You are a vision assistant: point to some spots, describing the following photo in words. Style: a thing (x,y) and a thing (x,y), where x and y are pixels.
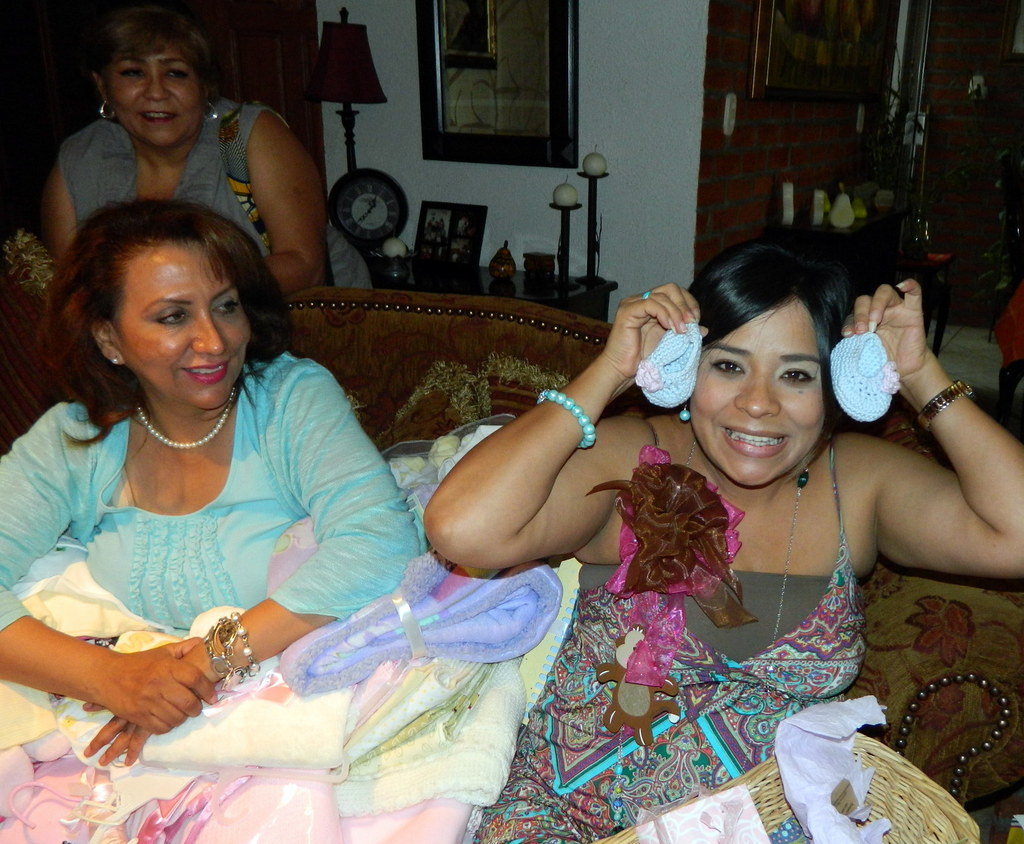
In this image there are two persons (646,651) sitting on the sofa (388,412). Beside the sofa (418,342) there is a person (144,128) standing. At the back side (558,168) there is a wall (632,73) and photo frame (523,134) is attached to it. In front of the wall (411,129) there is table (488,267) and on top of the table (463,288) few objects (439,244) were placed. At the right side of the image (887,233) there is an another table (862,238) and on top of it few objects (833,221) were placed on it.
